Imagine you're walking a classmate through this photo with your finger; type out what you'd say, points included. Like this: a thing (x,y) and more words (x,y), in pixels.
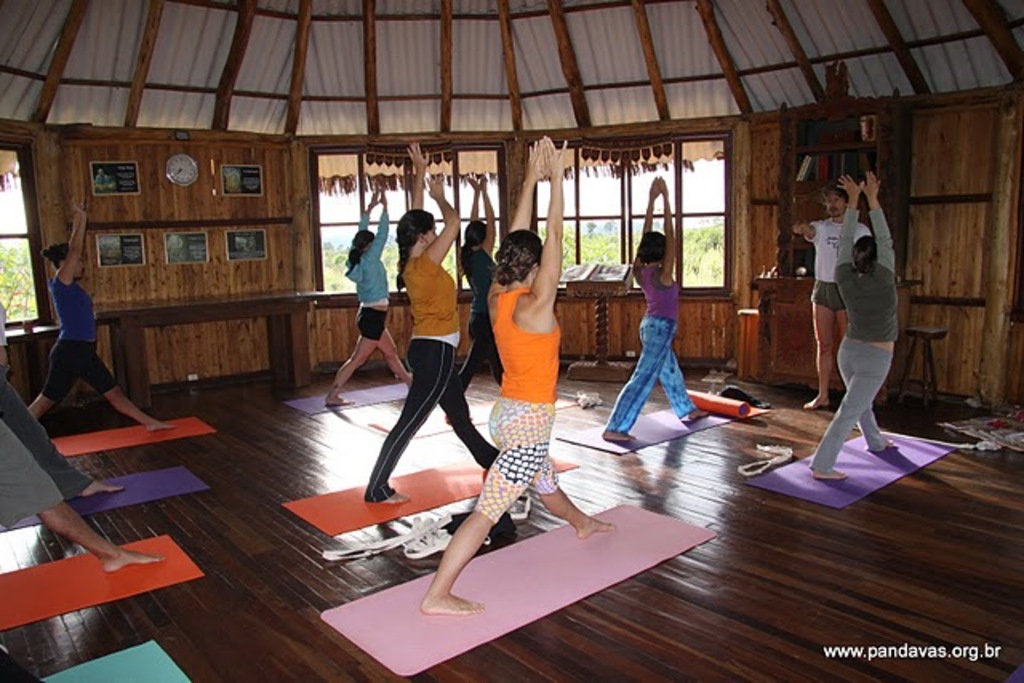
In this image we can see group of people (881,341) standing on the ground (412,576). One woman (539,431) is wearing a orange t shirt (528,384). One person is standing near cupboard (785,320) placed on the ground (790,390). In the background (178,171) we can see a stool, group of photo frames (236,180), a clock (195,174) and windows (640,203).
